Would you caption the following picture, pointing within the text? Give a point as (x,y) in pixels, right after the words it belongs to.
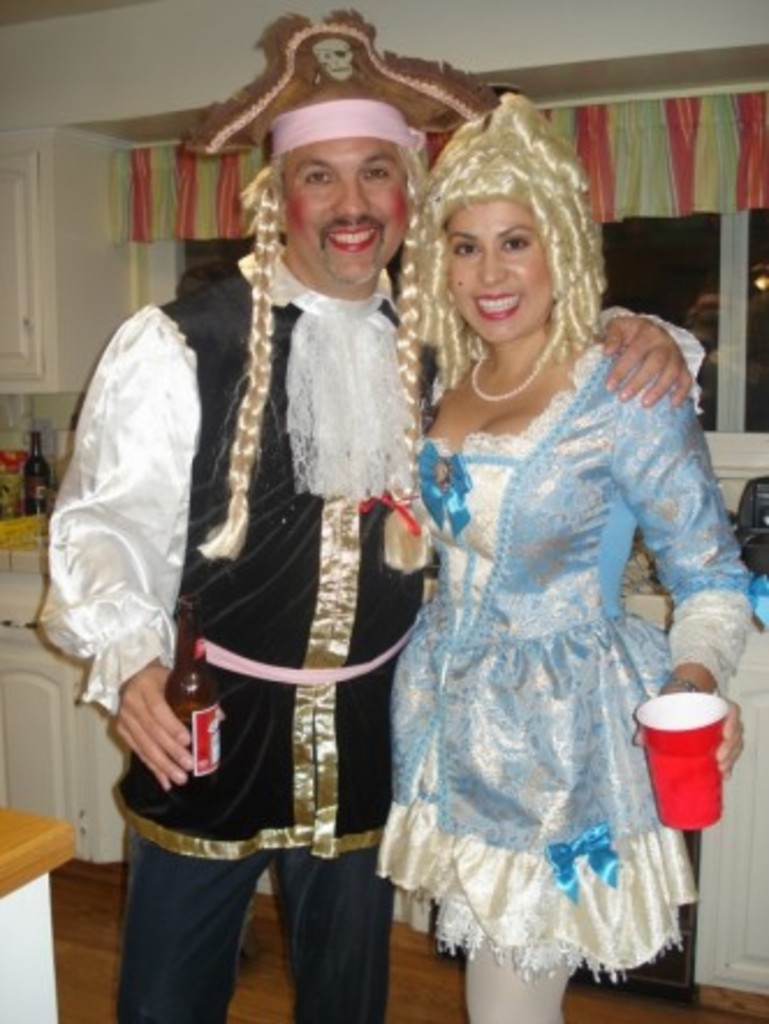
In this image we can see man (311,486) and a woman (512,532) holding beverage bottle (191,747) and tumbler (665,722) in their hands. In the background (76,260) we can see cupboards (31,277), wall (174,28), curtain (702,161), windows (668,271) and floor (78,913).
